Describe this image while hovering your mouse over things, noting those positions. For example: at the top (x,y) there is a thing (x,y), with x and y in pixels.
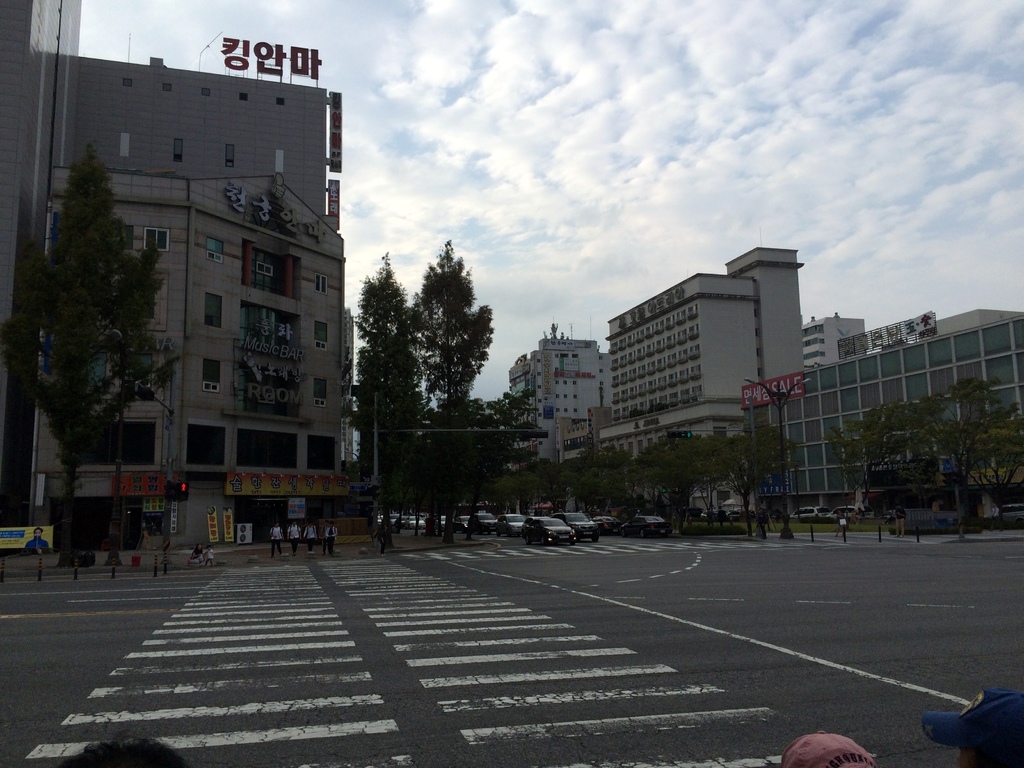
In the image there is a road (300,641) and there are a lot of vehicles (598,524) in between the buildings (728,359) and around those vehicles (412,526) there are many trees (556,489), there are a group of people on the footpath (419,539) beside a traffic signal pole (168,503).
